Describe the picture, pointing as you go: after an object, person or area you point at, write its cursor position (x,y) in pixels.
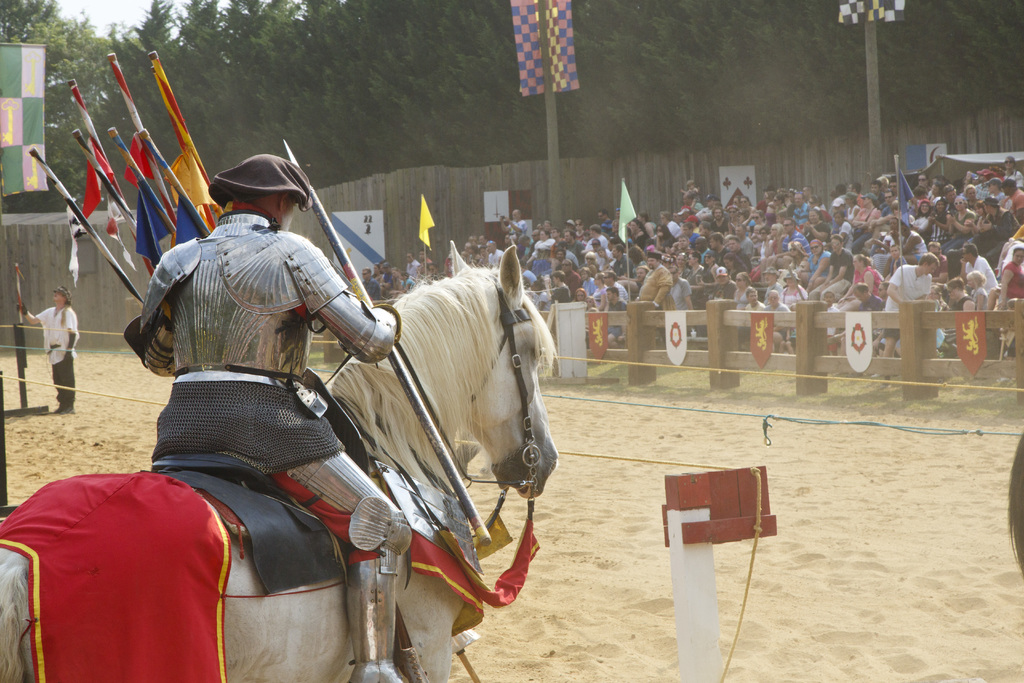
In this picture we can see a person (270,422) sitting on the horse (460,337), there are some flags (147,225) here, on the left side (72,320) there is a person (62,332) standing, at the bottom (811,616) there is sand (855,494), we can see some people (869,241) sitting, in the background (389,99) there are some trees (362,33), there are two poles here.
